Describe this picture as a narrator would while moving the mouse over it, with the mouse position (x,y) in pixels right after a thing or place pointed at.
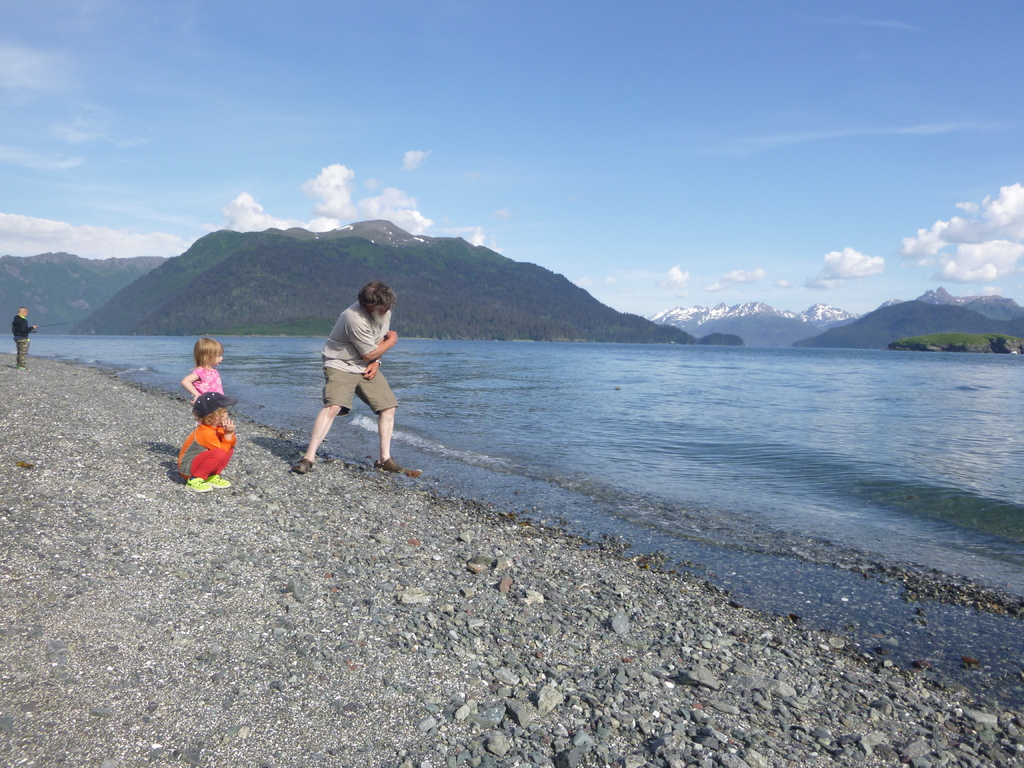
In this picture there is a man (344,379) standing and there are two kids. At the back (19,337) there is a person (19,361) standing and holding the object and there are mountains (754,319) and there are trees (866,317). At the top (790,167) there is sky (765,96) and there are clouds (329,220). At the bottom (825,604) there is water (754,580) and there are stones (370,723).
